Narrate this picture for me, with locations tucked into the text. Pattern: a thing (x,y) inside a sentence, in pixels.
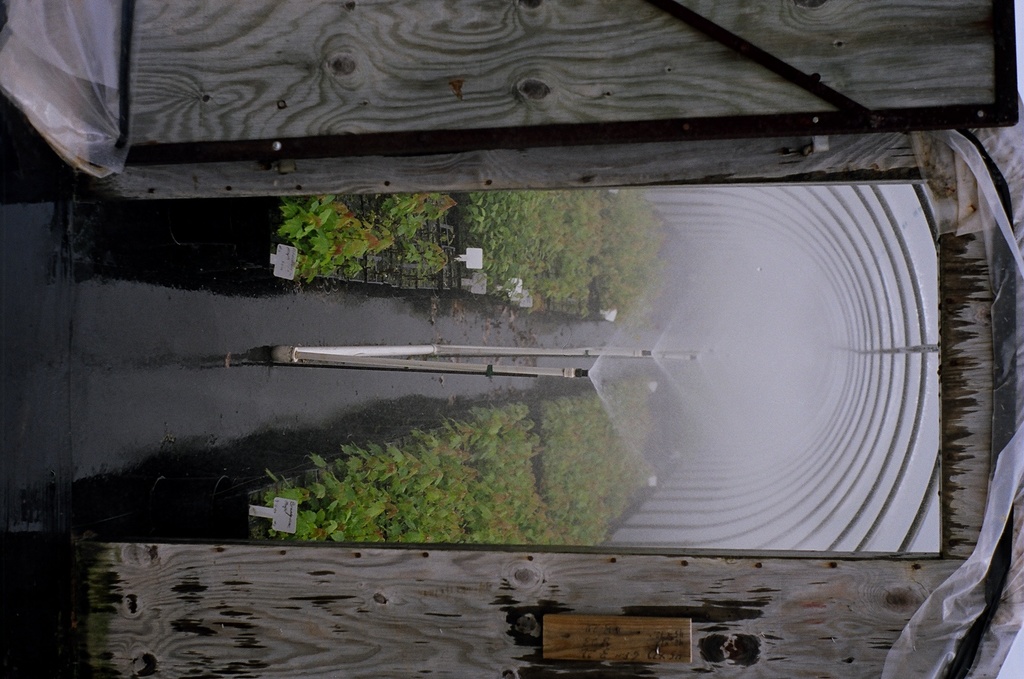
In this image, we can see some plants (447,483) inside the shed (711,417). There is a water sprinkler system (511,350) in the middle of the image (626,352). There is a wooden wall (508,82) at the top (851,161) and at the bottom of the image (609,603).
